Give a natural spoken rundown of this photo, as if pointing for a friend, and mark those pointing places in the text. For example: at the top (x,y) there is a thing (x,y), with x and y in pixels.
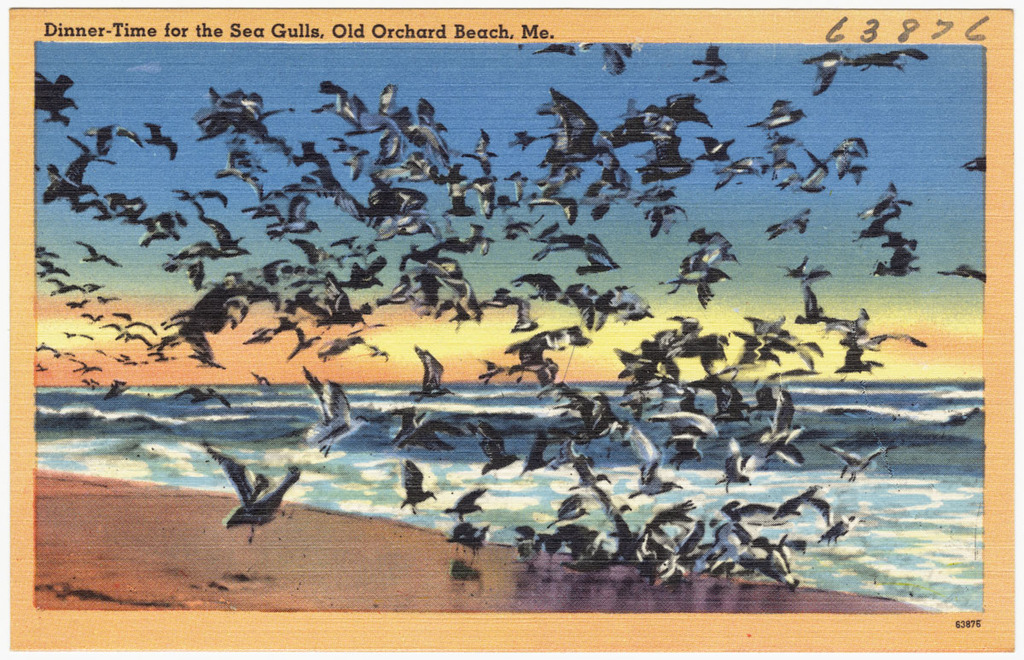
There is a poster (350,240) having an image in which, there are birds (663,562). Some of them are flying in the air (107,69). On the left side (143,558), there is a ground (536,567). In the ground (734,581), there are tides (312,400) of an ocean (953,517) and there is blue sky (155,85). And there are texts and numbers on the poster (137,21).
